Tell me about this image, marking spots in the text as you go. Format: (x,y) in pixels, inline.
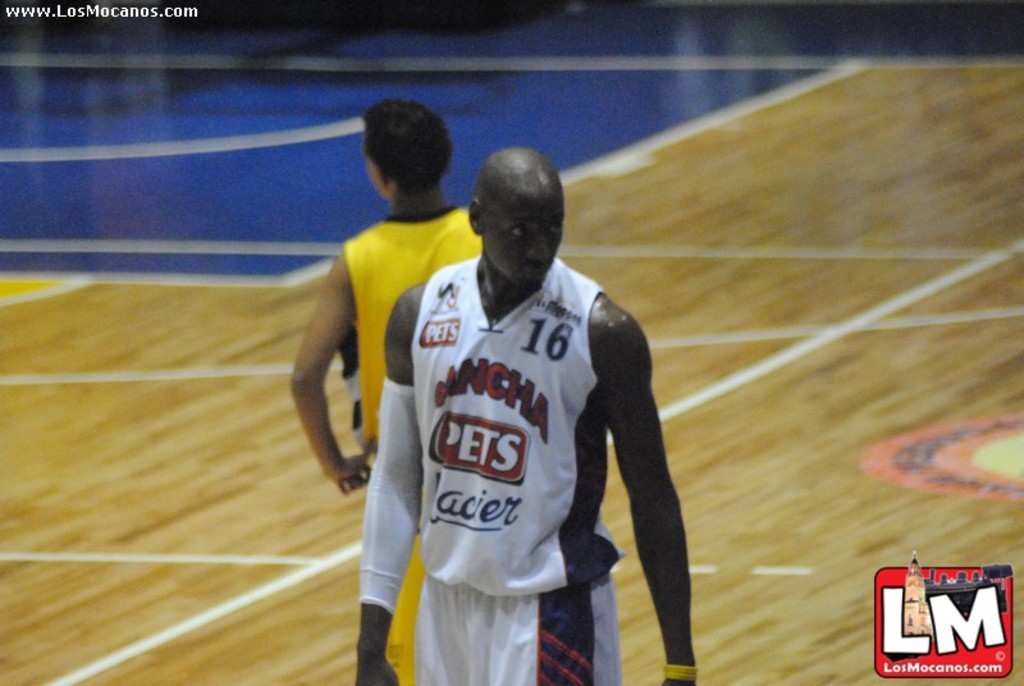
In this image, I can see two persons (392,511) standing. In the top left corner (92,10) and in the bottom right corner of the image (940,623), I can see the watermarks (933,634).
